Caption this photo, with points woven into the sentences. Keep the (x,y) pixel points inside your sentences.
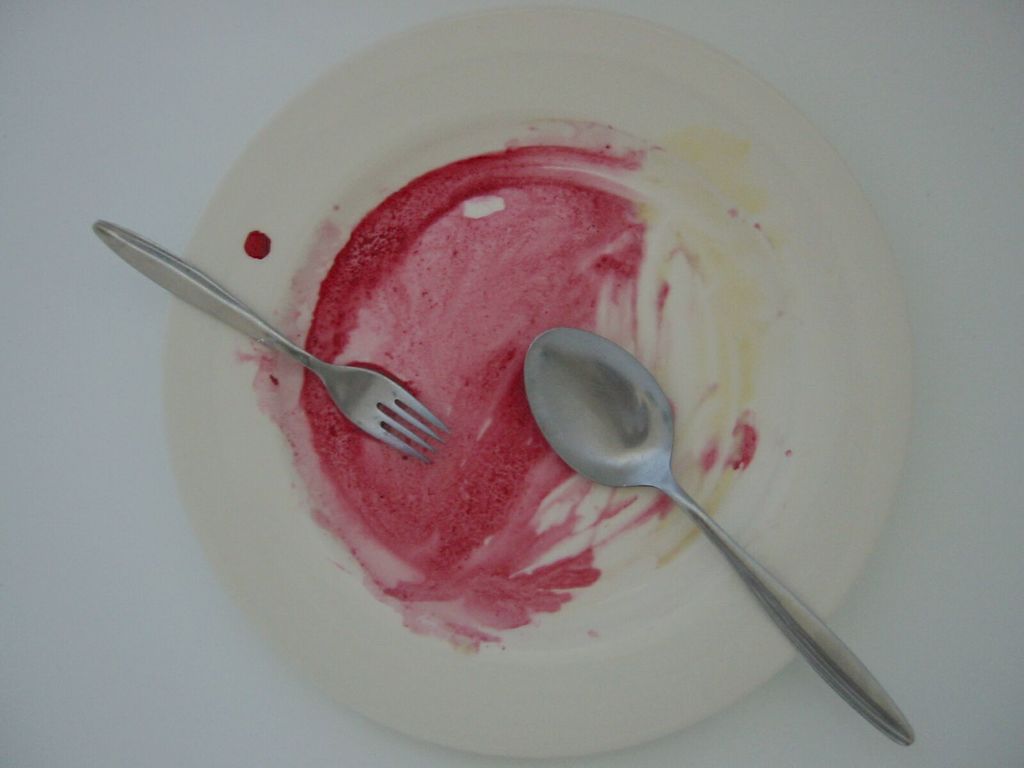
There is a white plate (628,116) on which there is a spoon (614,434) and a fork (208,299).
